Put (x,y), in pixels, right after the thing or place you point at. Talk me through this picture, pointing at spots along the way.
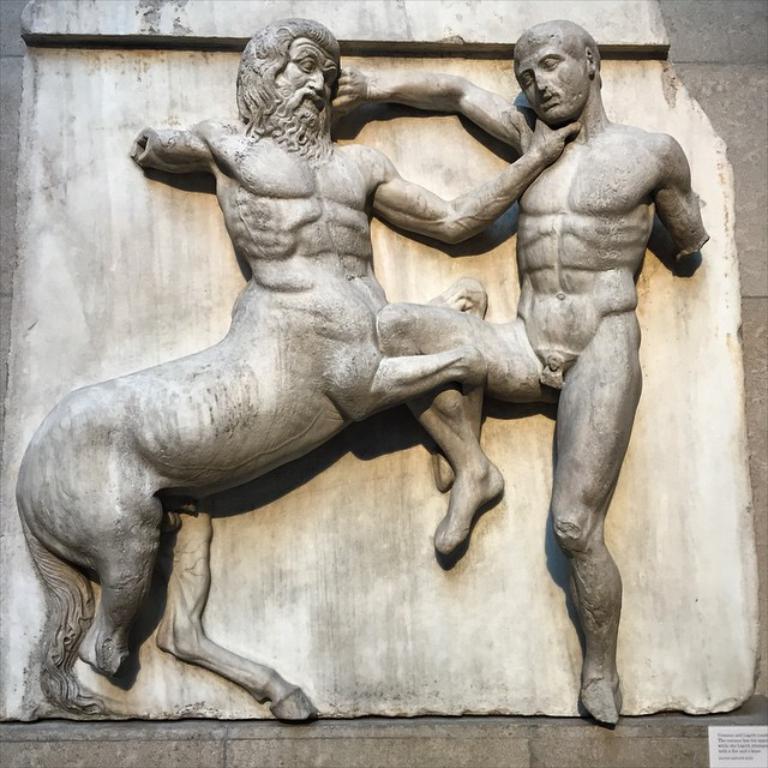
In this image we can see two sculptures (332,283) on the wall (300,560).
